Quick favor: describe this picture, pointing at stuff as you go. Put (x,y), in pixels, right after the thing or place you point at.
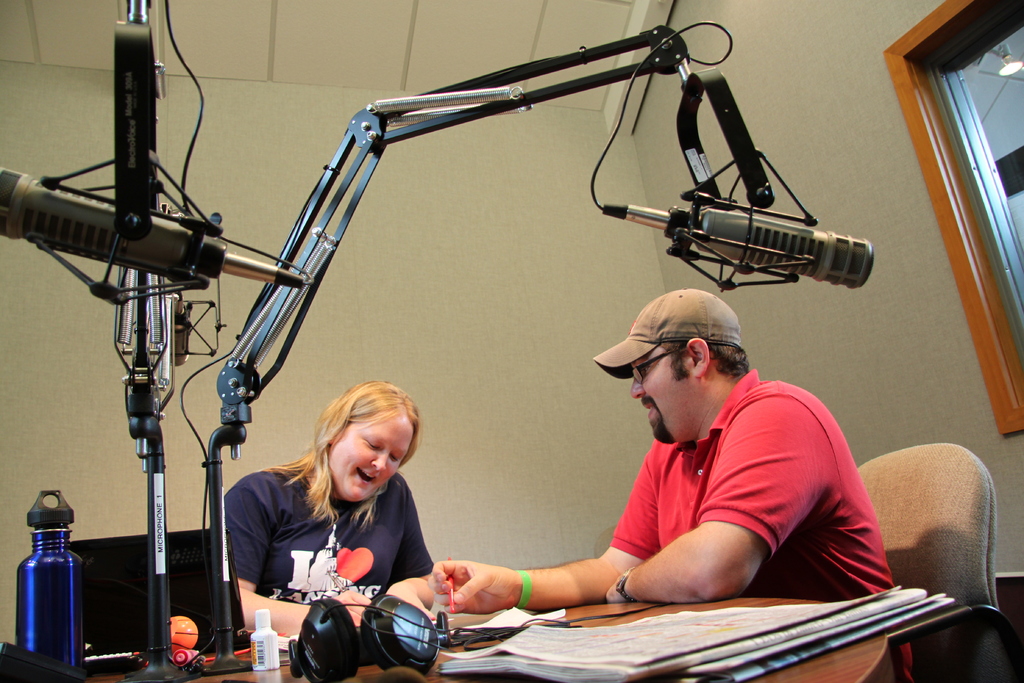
Here in this picture we can see two persons (330,526) sitting on chairs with table (254,680) in front of them having papers (617,666), headsets (402,631), bottle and laptop (204,625) on it over there and we can see the person (727,385) on the right side (700,323) is wearing cap (675,317) on him and in the front (161,515) we can also see a couple of microphones (715,237) present on the table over there and behind them we can see a window (1006,338) present over there.
